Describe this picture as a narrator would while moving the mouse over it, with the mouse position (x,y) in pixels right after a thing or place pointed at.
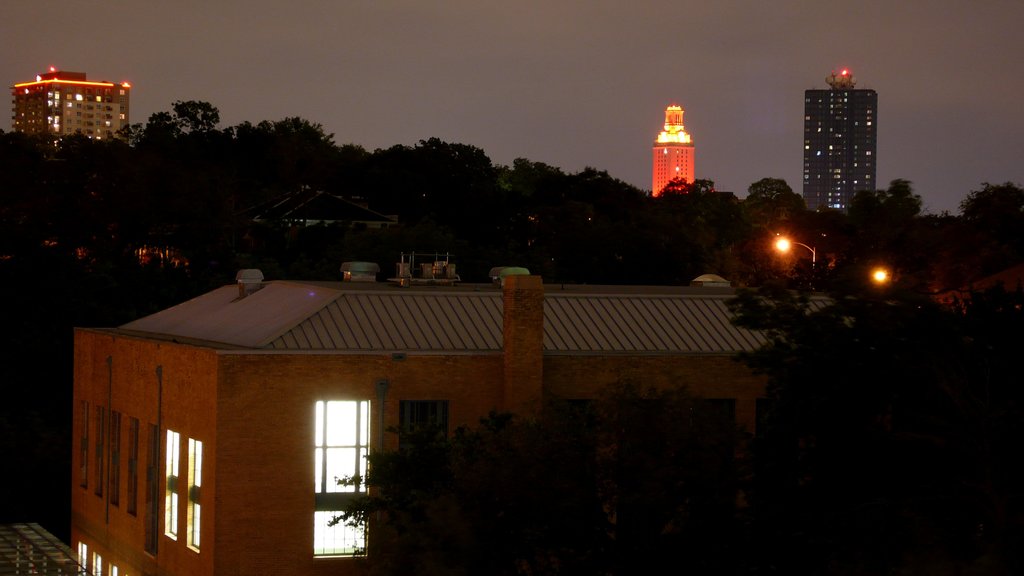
This picture is clicked outside. In the center (540,322) we can see the house (138,500) and we can see the lights (352,474), trees (434,220), houses (200,359) and in the background (539,73) we can see the sky (539,86), skyscrapers (89,108) and some other objects (394,276).
